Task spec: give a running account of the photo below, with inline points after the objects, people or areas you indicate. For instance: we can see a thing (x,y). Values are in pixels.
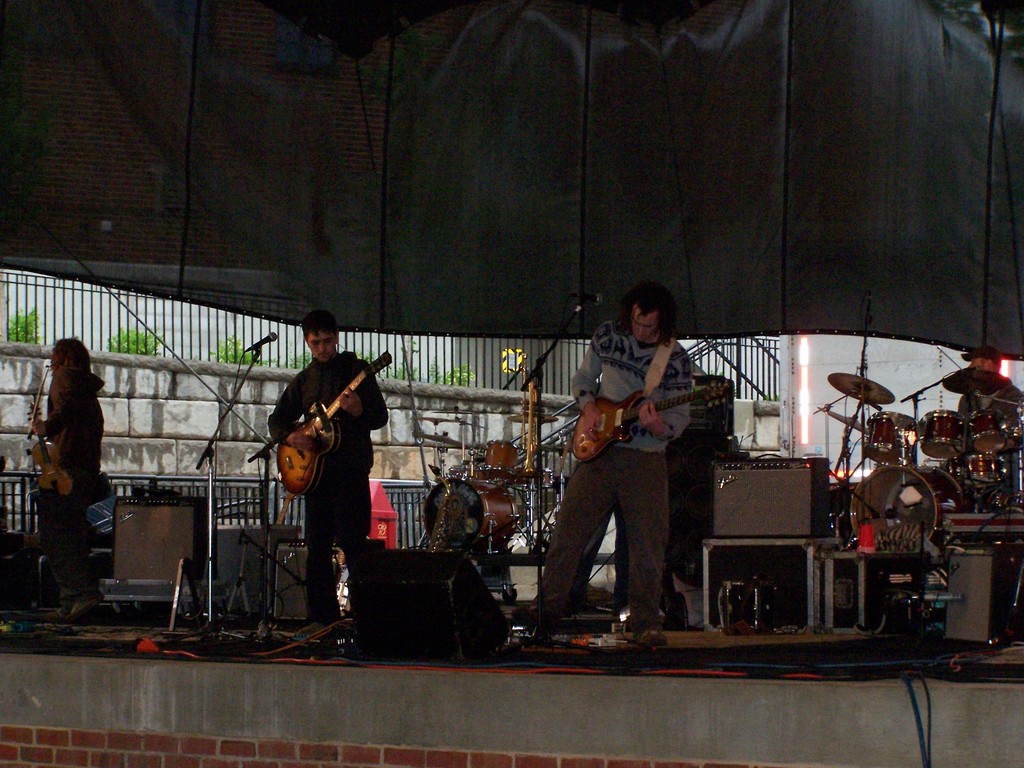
Here we can see two persons (633,342) are playing guitar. These are the mikes (538,369) and there are some musical instruments (858,381). This is floor (236,644). There is a wall (169,376) and these are the plants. Here we can see fence (286,339).
